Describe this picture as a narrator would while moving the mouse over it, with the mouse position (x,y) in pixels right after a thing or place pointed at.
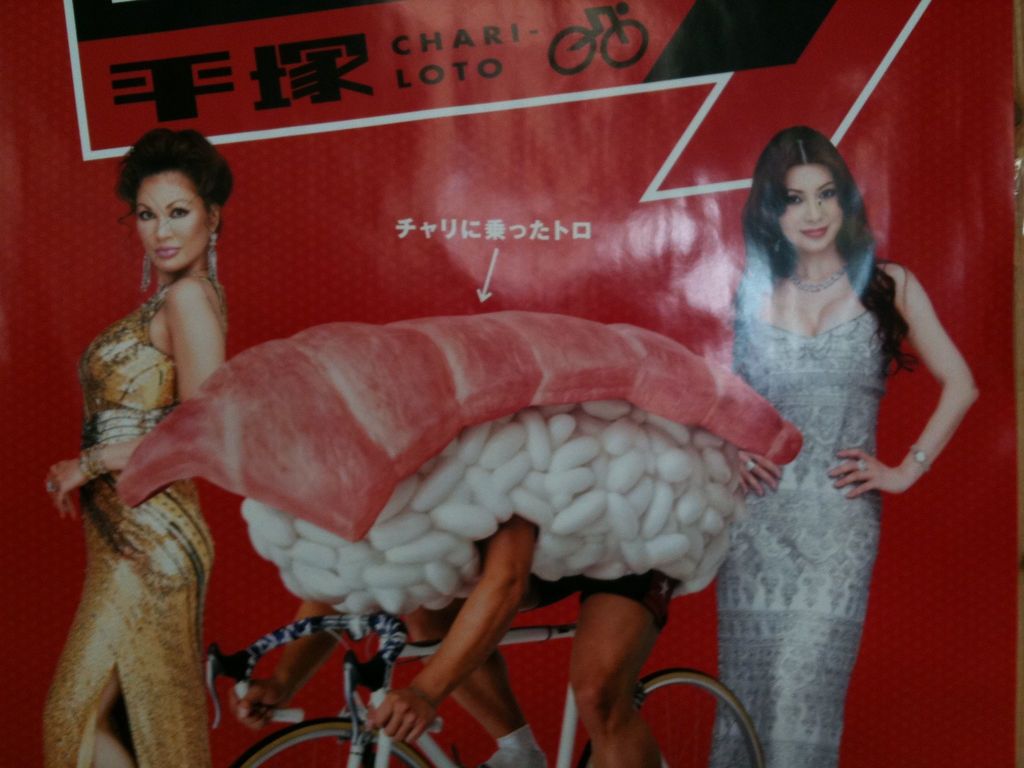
In the foreground of this picture (451,336), there are two women (920,309) standing and in front (483,674) there is a man (491,685) on the cycle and we can see meat (633,376) and capsules (602,483).
